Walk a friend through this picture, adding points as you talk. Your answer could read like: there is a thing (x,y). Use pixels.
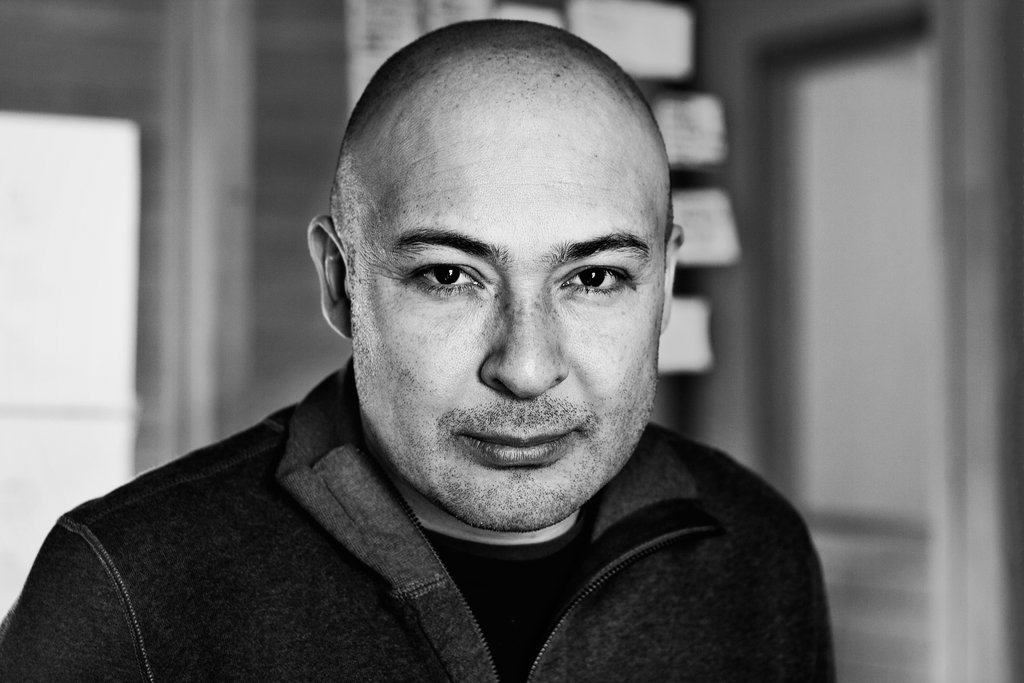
This image is a black and white image. This image is taken indoors. In the background (224,177) there is a wall (184,270) with a window (101,332) and a door (860,242). In the middle of the image (456,317) there is a man (440,493).
